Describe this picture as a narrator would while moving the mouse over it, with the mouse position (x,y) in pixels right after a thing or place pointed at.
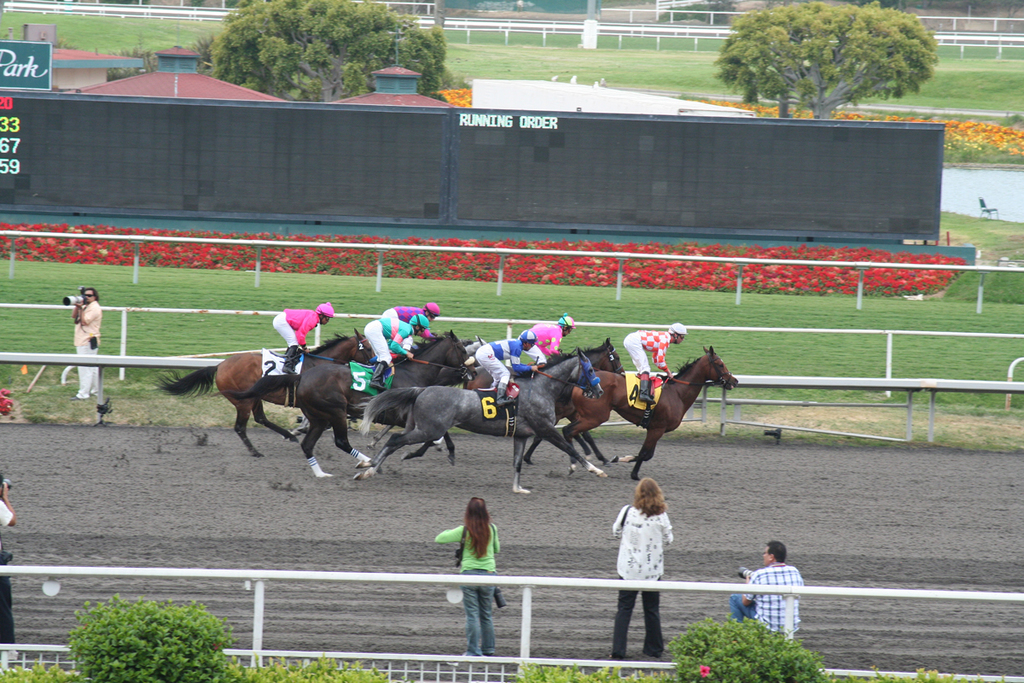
In this image we can see the horse racing. We can see the people (434,318), barriers (134,360), boards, trees (323,62), grass (992,279), plants (960,150), fence (452,656) and also the path (530,478). We can also see the roofs (178,84) for shelter.
